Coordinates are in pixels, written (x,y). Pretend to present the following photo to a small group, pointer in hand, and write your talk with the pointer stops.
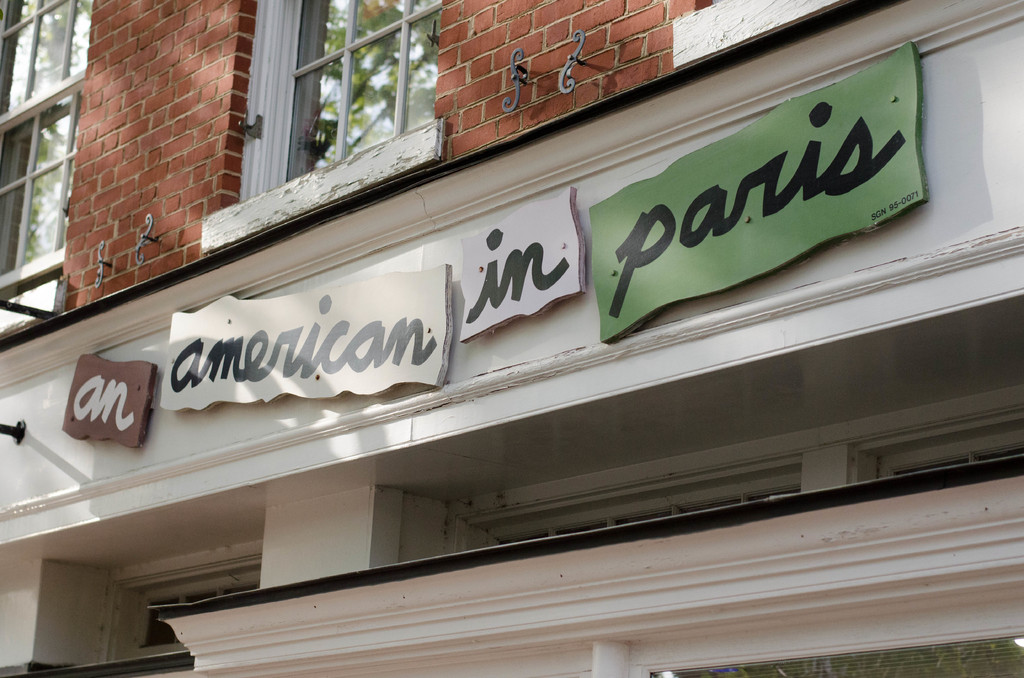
In this image we can see a building (474,190), on the building (392,411) there are some boards (233,326) with text (395,336), also we can see the windows (23,91), through the windows (28,119) we can see the trees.
